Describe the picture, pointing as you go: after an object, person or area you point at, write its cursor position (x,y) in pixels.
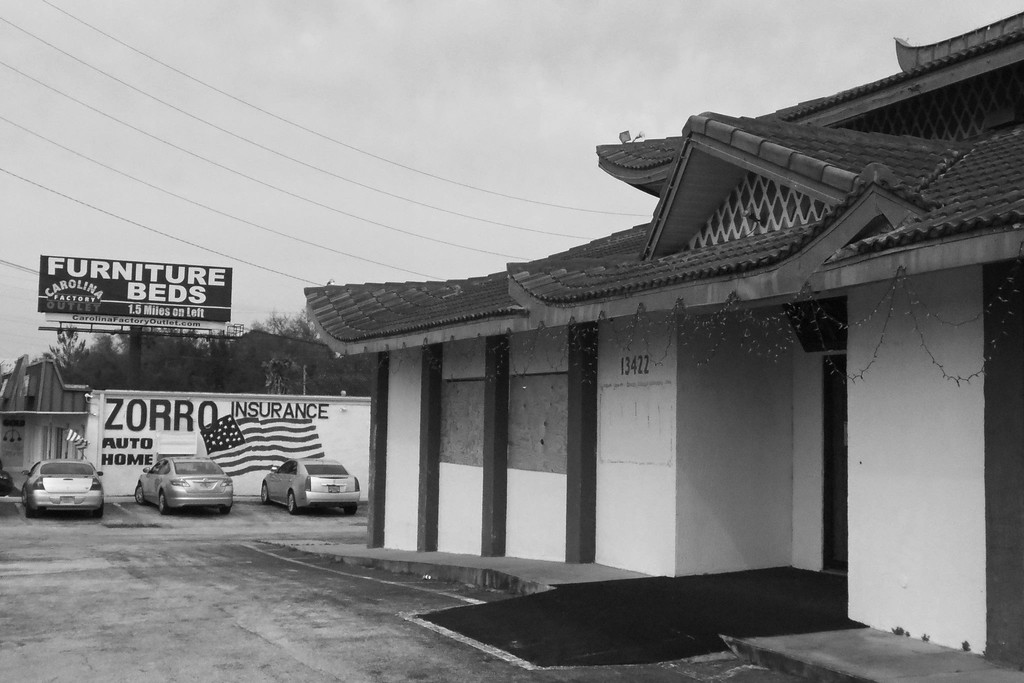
It is a black and white picture. In this image, we can see few houses (455,459), walls (638,413), hoardings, trees (365,371), vehicles (70,480) and roads (217,643). Here we can see some text (135,440). Background (553,85) there is the sky (481,162) and wires (46,139).
